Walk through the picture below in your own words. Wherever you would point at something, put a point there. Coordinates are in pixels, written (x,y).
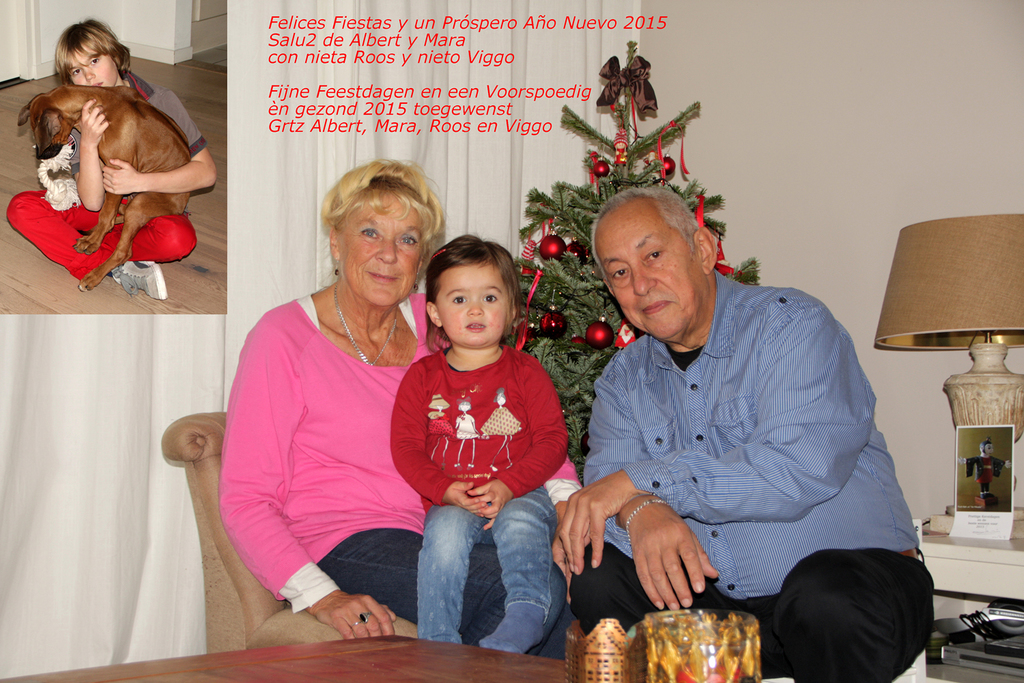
In this image there is a man (809,439) and a woman (283,460) sitting on chairs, on the lap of the woman (345,403) there is a child (442,500), in front of them there are some objects (577,646) on the table (423,649), behind them there is a Christmas tree (545,284), a lamp (892,324), a photo (1010,443) and some other objects (992,616) on a table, behind the tree (584,197) there are curtains (483,161), beside the curtains (543,143) there is a wall (662,117), at the top of the image (379,102) there is some text (394,99), on the top left corner of the image (195,104) there is another photograph (163,257) with a person (136,274) sitting on the floor (57,277) is holding a dog (49,125) in his lap (72,237), behind the person (39,243) there is a door (5,30) and walls (121,18).
